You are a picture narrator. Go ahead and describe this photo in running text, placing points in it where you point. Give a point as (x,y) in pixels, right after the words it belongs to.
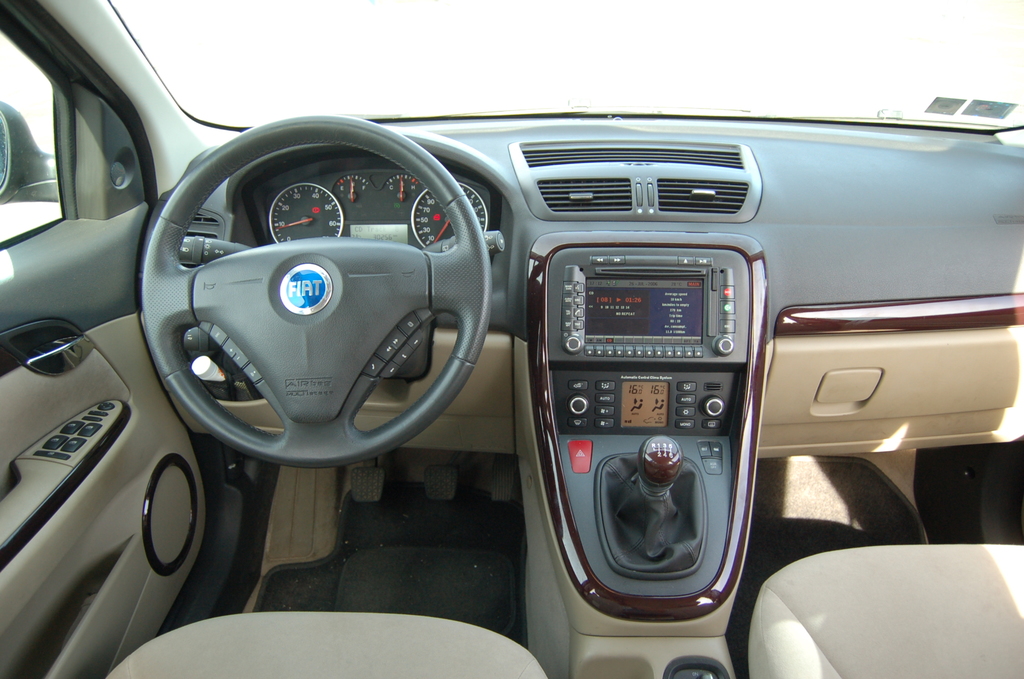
In this picture we can see an inside view of a vehicle (510,198), steering (242,364), speedometer (355,236), screen (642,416), gear rod (635,511), seats (300,642) and some objects (239,372).
